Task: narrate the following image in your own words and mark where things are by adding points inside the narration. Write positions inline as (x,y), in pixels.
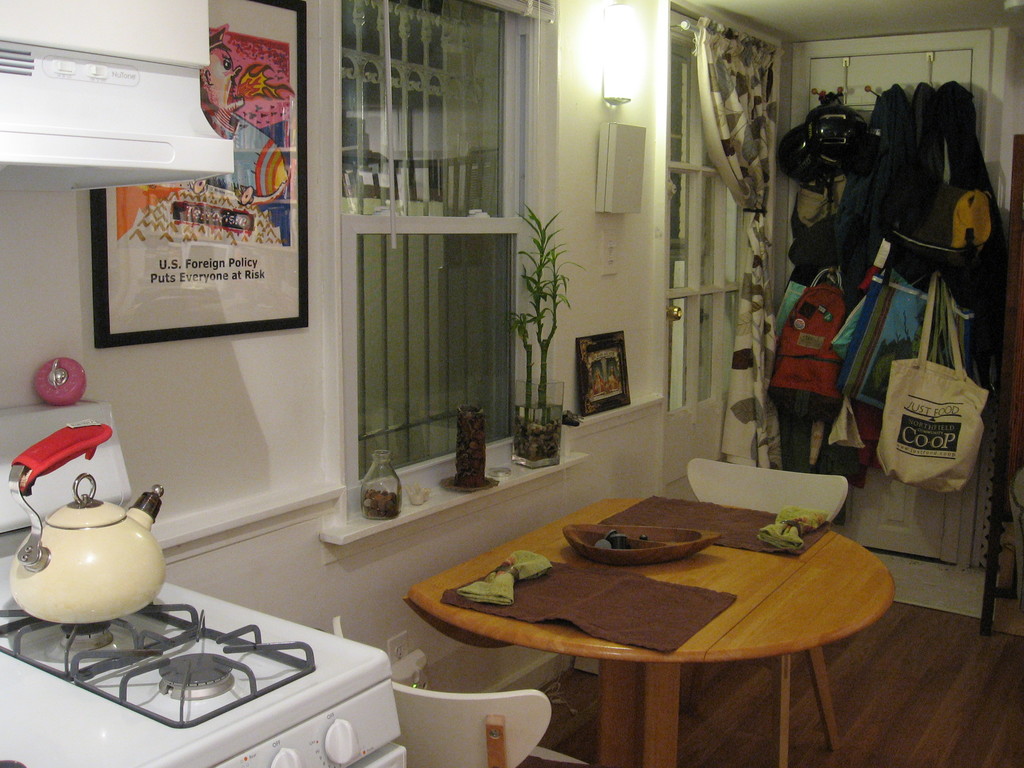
This is a picture taken inside view of a house (541,215), on left side (68,657) i can see a stove (98,684) and there is a kettle (27,553) on the stove (25,631) and there is a photo frame (134,255) attached to the wall (45,293), on the left side (334,231) beside wall (71,297) there is a window (402,221), on the window (468,307) there is a flower plant (531,363), in front of the window (528,472) there is a table (552,547), on the table (782,616) there are some objects (571,588) kept on the table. On the right corner (843,389) i can see a bag (873,289) attached to the door (870,73) near to the window (687,106) i can see a curtain (715,56) attached to the window (690,81).
